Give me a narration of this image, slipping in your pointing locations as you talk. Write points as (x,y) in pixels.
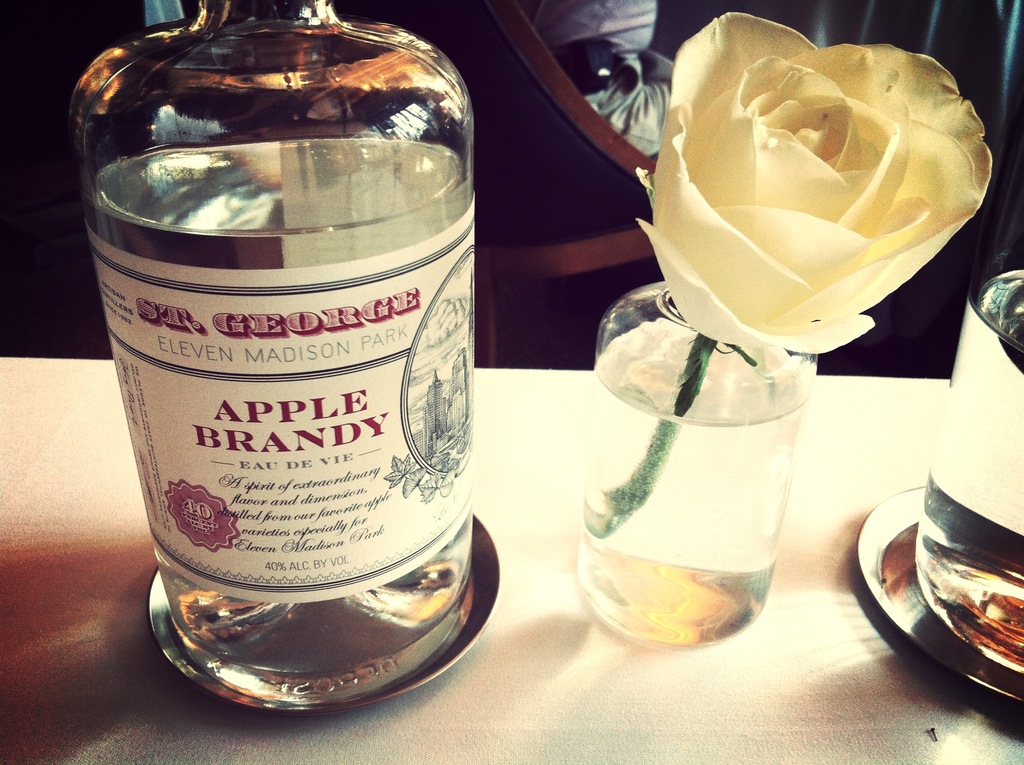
In this picture there is a brandy bottle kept on a table (515,757) and a glass (641,411) with a flower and it is also glass (993,346) and a plate (919,638) and the table (740,706) and in the back (582,13) there is some person (582,13) sitting on the chair (509,138).
